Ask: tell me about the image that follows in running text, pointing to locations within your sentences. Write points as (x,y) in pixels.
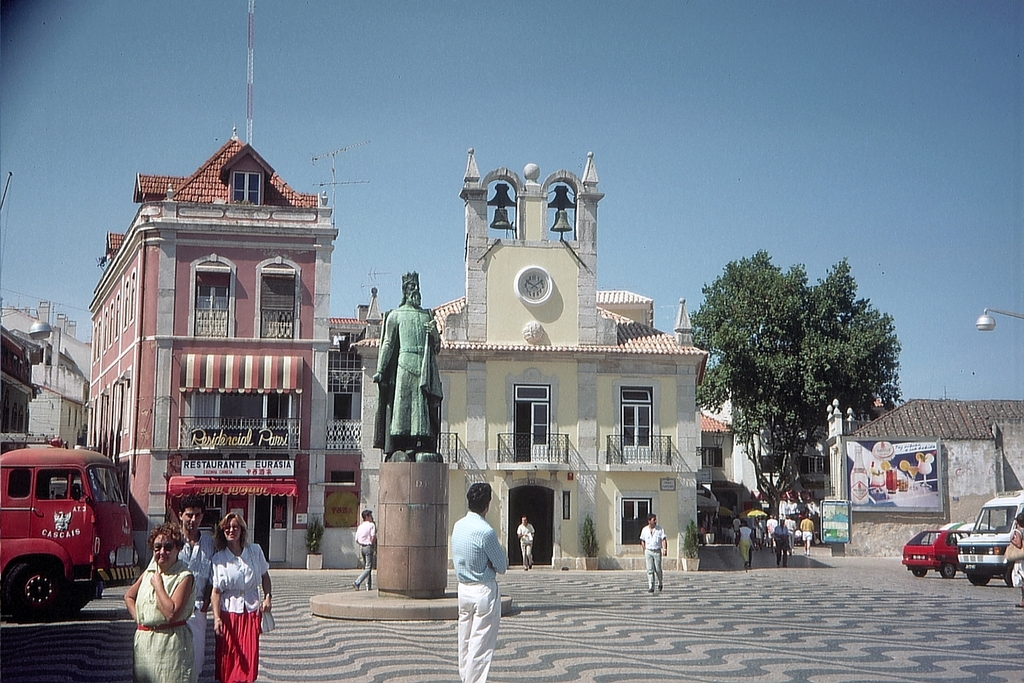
Here there are buildings (471,374) with the windows (525,392), here there is a tree (825,387), here there are vehicles (54,538), here people (476,602) are standing, this is sky (637,175).
